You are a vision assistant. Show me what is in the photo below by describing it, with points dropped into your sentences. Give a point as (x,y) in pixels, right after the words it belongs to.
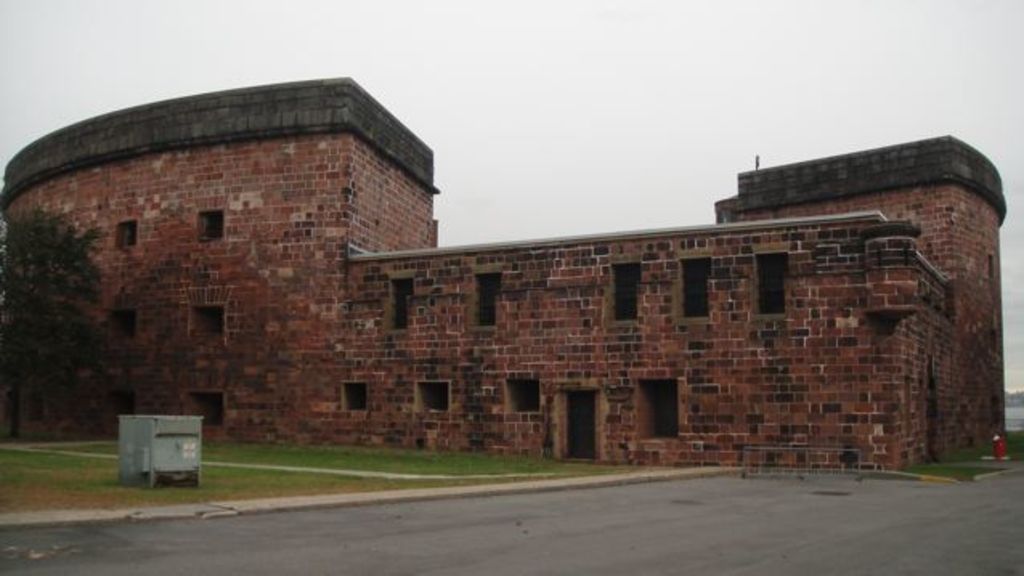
In this picture we can see the road (638,517), grass (251,444), tree (75,273), building (245,330) and some objects (124,435) and in the background (596,143) we can see the sky (594,70).
